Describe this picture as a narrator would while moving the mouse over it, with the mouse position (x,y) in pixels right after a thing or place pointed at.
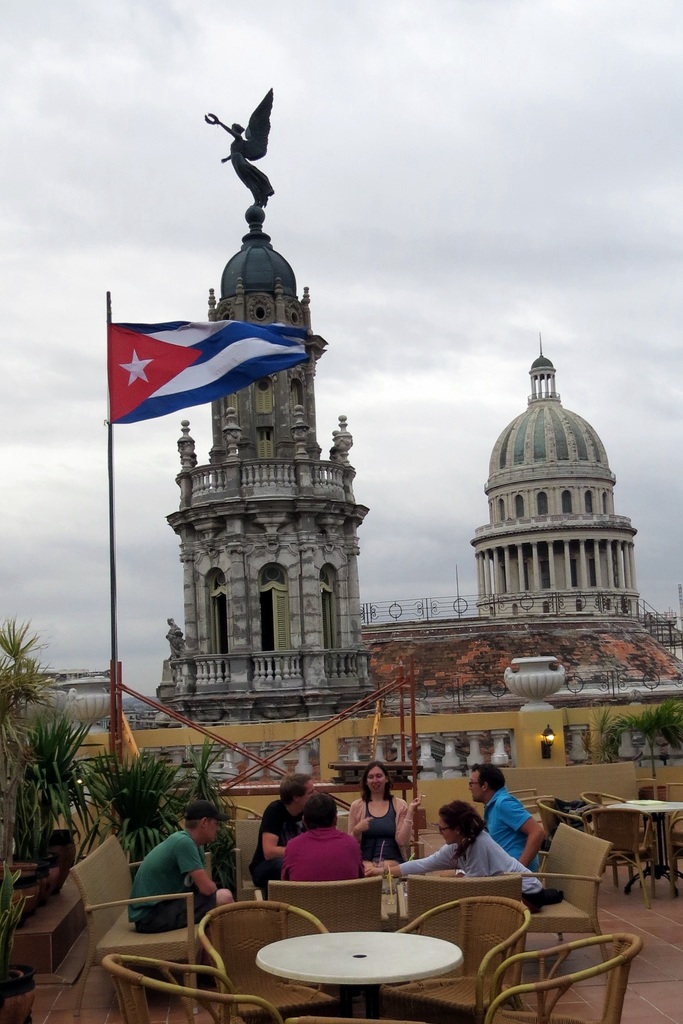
This images clicked outside. There is sky (296,59) on the top (514,112) and building (277,649) in the middle (395,617). On that building (257,225) there is a statue (250,188) and on the left side (15,656) there is a flag (237,374) and shrubs (31,679). There are so many tables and chairs (578,910) in the bottom (573,864). People (322,868) are sitting on that chairs (245,850) around the table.
